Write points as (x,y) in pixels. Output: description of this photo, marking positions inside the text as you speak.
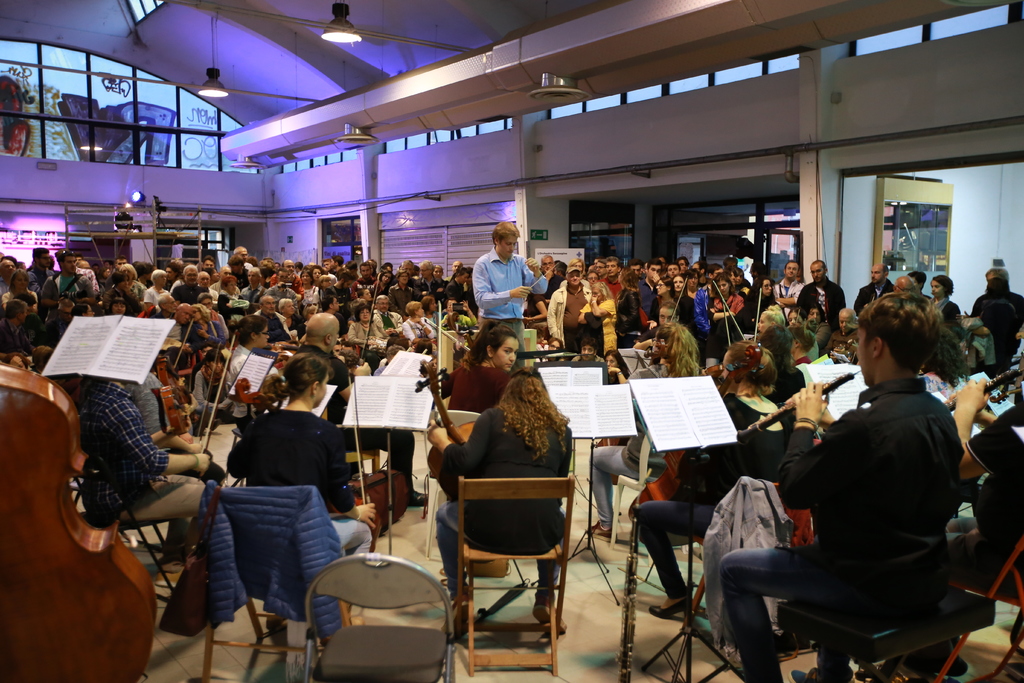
In this image there are group of persons (483,398) playing musical instruments (823,386) in a room (369,203).
